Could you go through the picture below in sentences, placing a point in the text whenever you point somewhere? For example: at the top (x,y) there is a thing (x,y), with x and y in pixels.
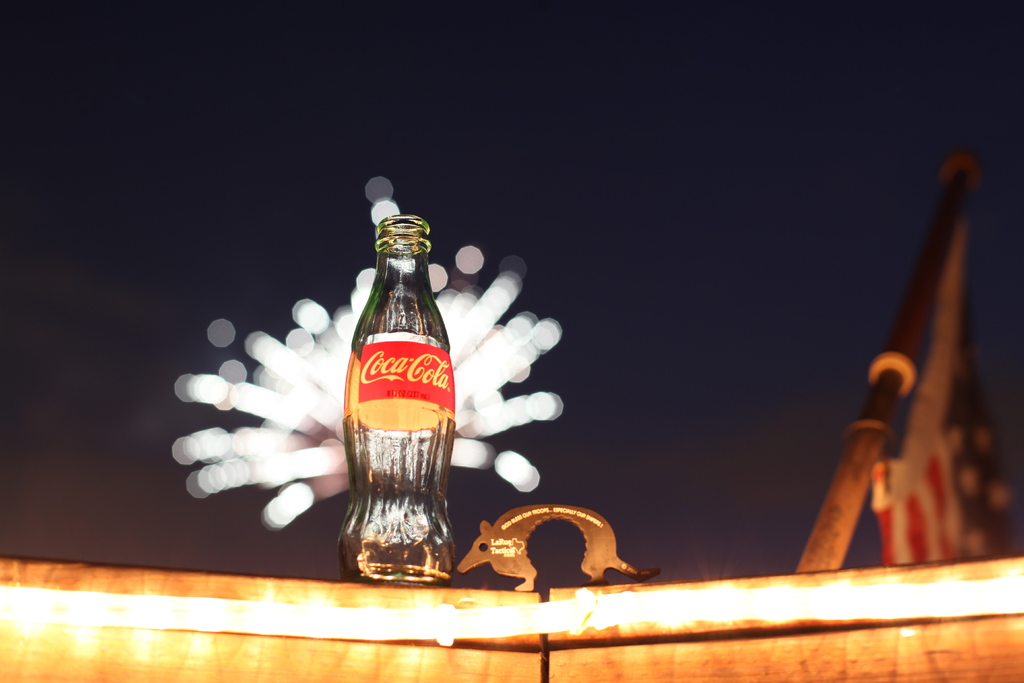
As we can see in the image, there is a glass bottle (409,398) where coca cola is written on it.
